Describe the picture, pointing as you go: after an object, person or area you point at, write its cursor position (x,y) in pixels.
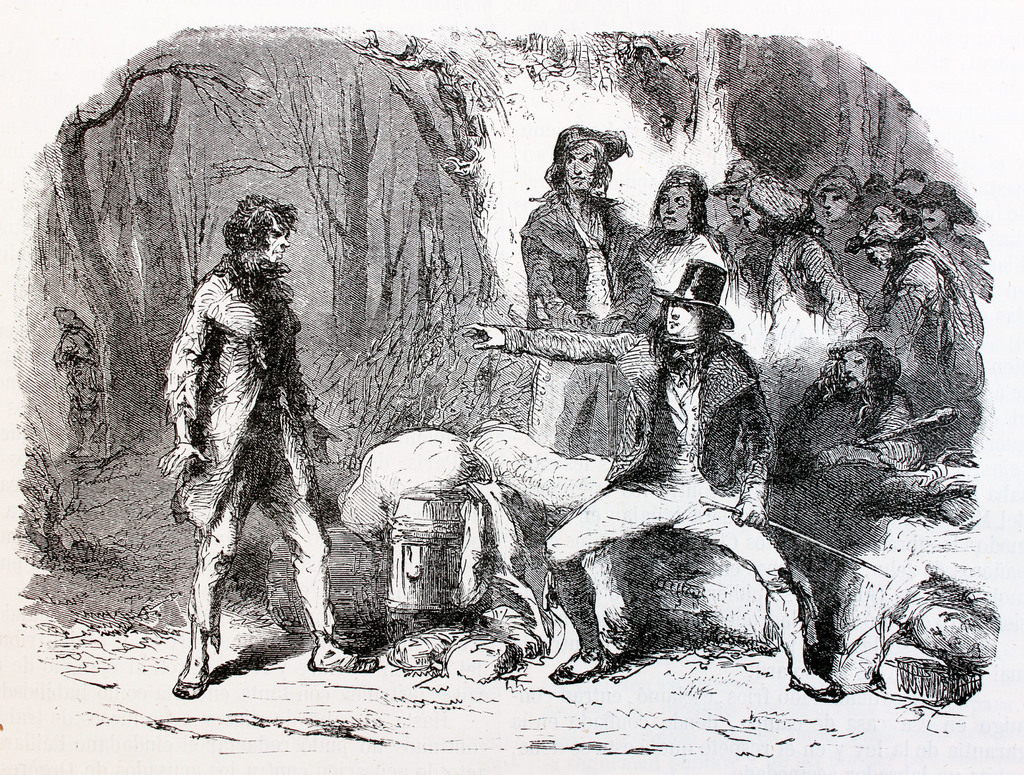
In this picture we can see a paper (420,365) and on the paper (420,365) we can see the drawing (227,470) of humans (730,355).
